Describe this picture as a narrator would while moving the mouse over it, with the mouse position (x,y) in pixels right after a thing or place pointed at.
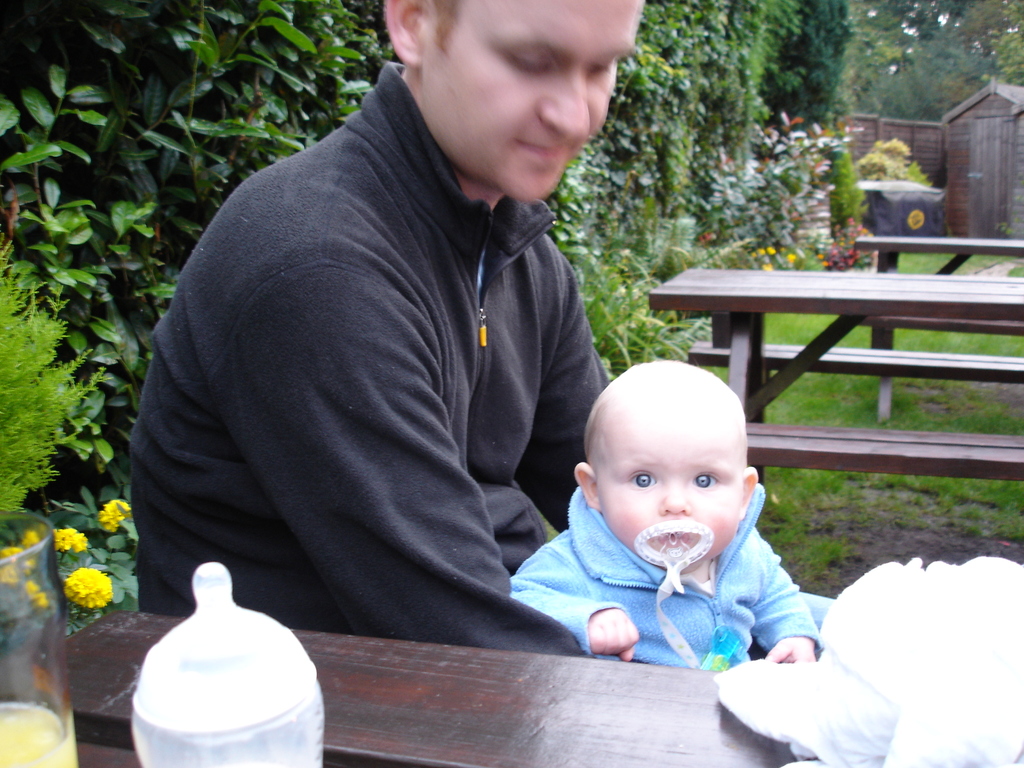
In the image we can see one man (453,354) and baby (575,526) sitting on the bench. In front (440,682) there is table (405,690), on table (379,693) we can see bottle (229,697), glass (51,693) and cloth (951,635). In the background (125,166) there is a wood house (974,172), table (900,250), bench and trees (773,201).
